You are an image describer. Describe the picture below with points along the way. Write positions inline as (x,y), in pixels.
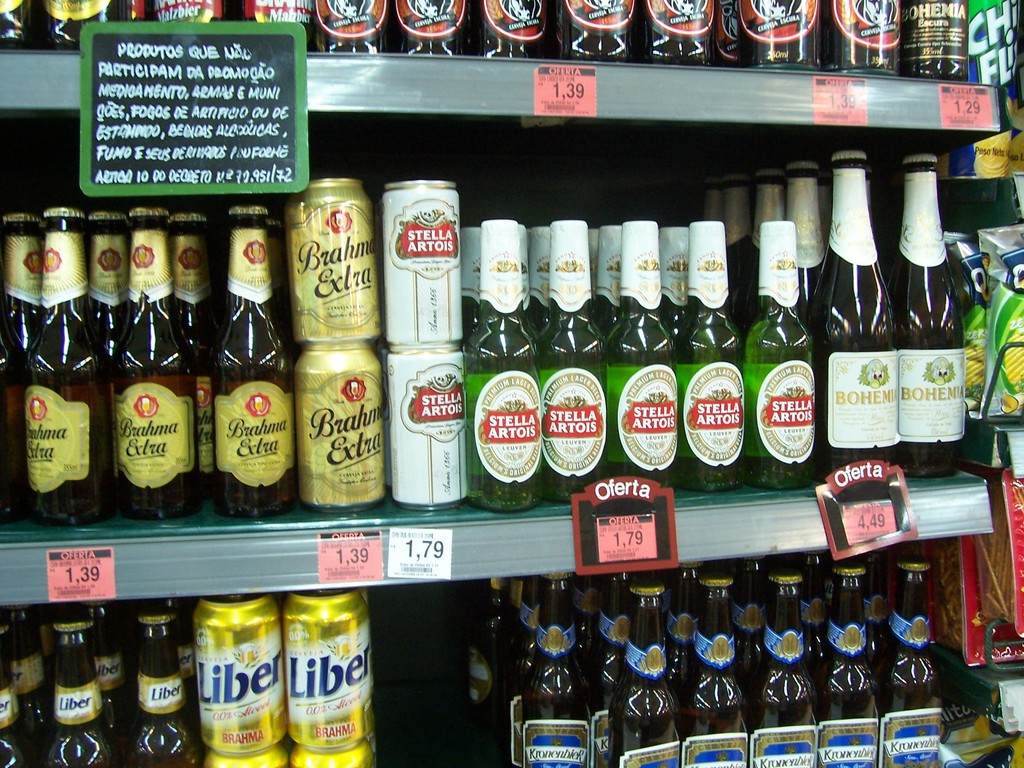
Here we can see beer bottles (468,359) in three racks (488,579). On the right (1007,356) there are chips packets (1003,568) in three racks (999,344).
